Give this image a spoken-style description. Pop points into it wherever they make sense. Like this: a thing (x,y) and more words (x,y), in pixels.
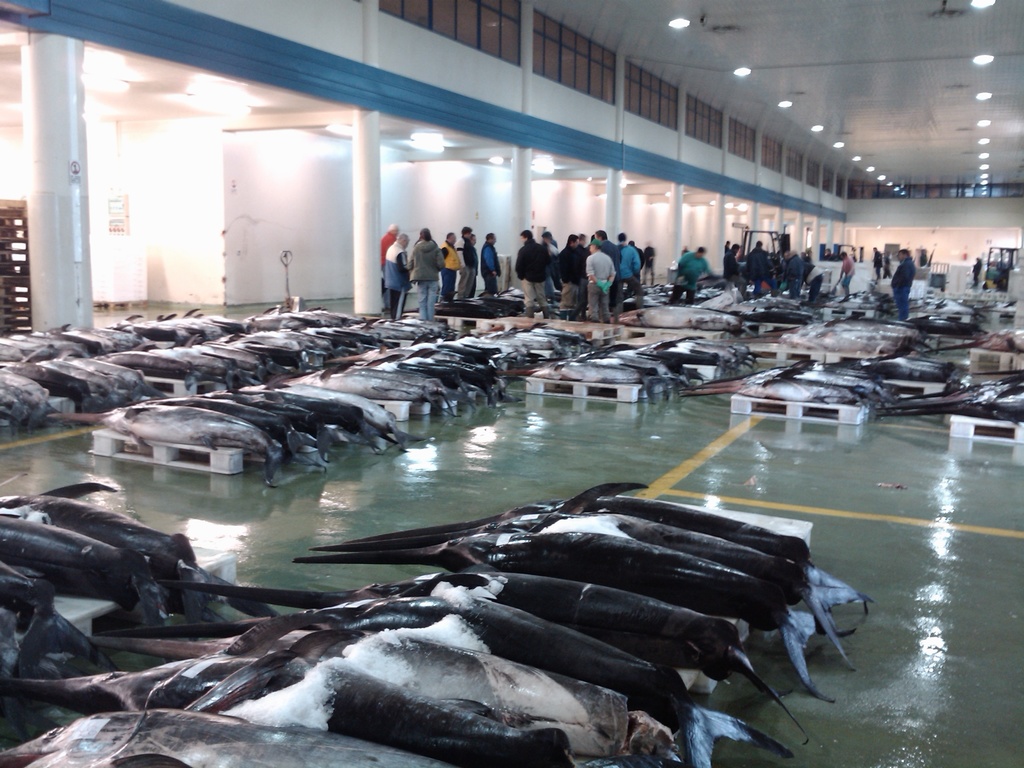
In this image I can see many aquatic animals (129,322) which are in white and black color. These are on the white color surface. In the background (574,281) I can see the group of people (590,311) with different color dresses (639,286). I can also see the pillars (362,178) and there are lights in the top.
